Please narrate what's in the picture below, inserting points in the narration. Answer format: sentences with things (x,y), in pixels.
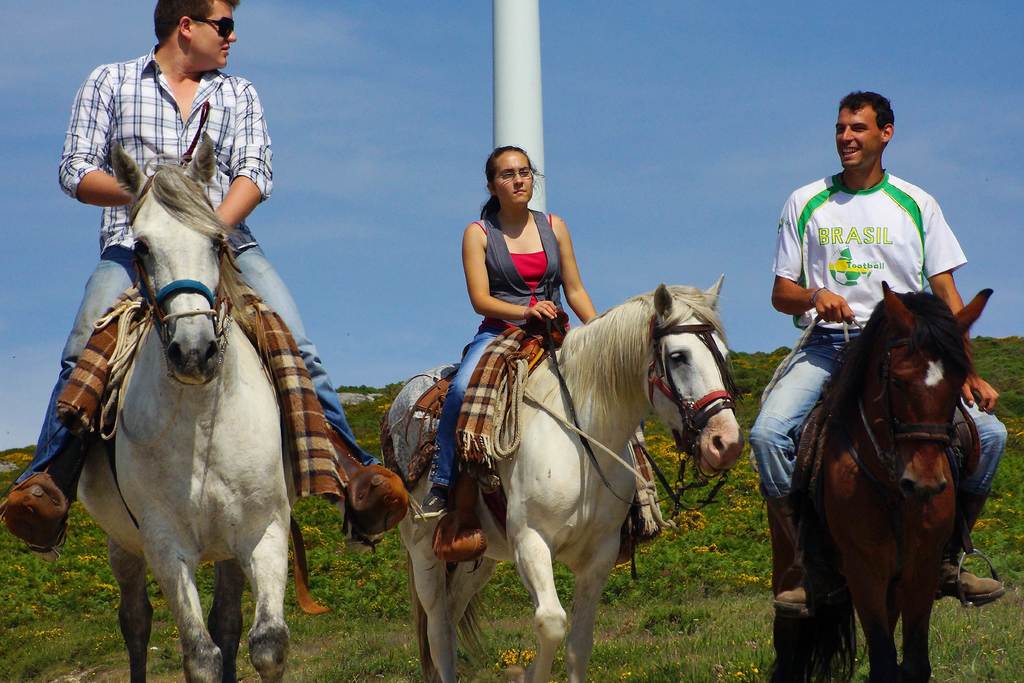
In this image there are three people (113,272) sitting on the horses (522,512). Behind them there is a pole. At the bottom of the image (340,551) there are plants (22,624) and flowers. At the top of the image (583,109) there is sky (840,57).
